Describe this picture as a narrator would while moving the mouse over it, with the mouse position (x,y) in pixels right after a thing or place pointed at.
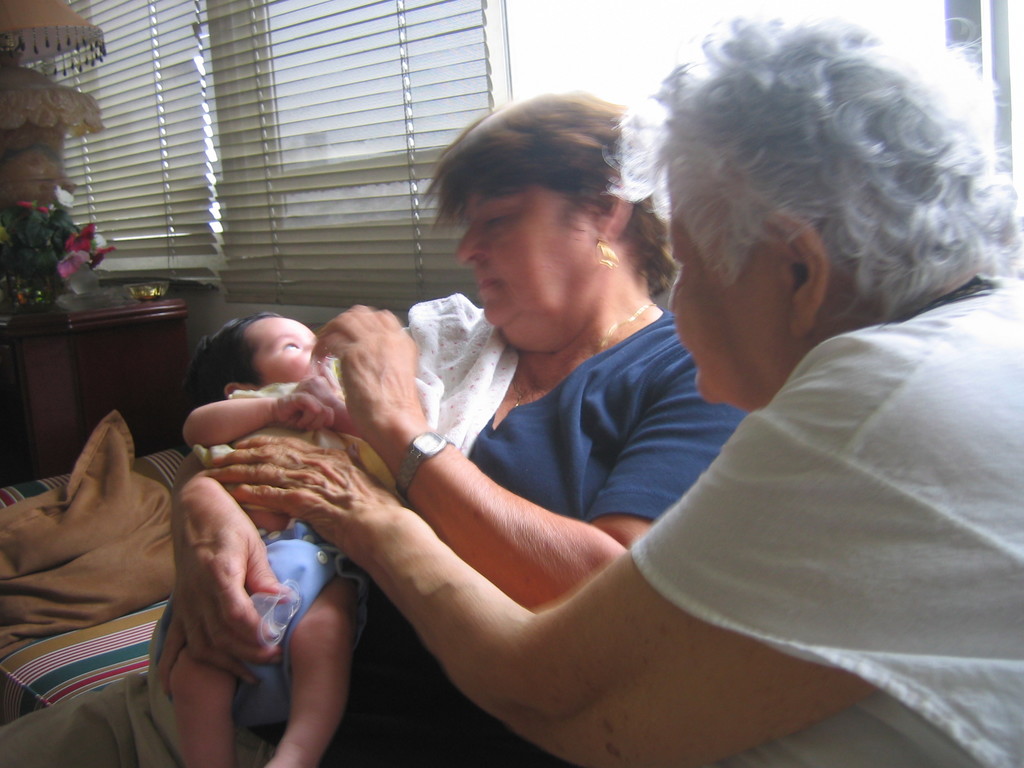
In this image we can see two women (550,440) wearing white and blue color dress (931,478) respectively sitting on bed (149,536) holding kid (285,371) in their hands (270,459) and in the background of the image (60,407) we can see table (79,369) on which there are some objects (79,24) and there is a window (258,102), curtain (259,115).
